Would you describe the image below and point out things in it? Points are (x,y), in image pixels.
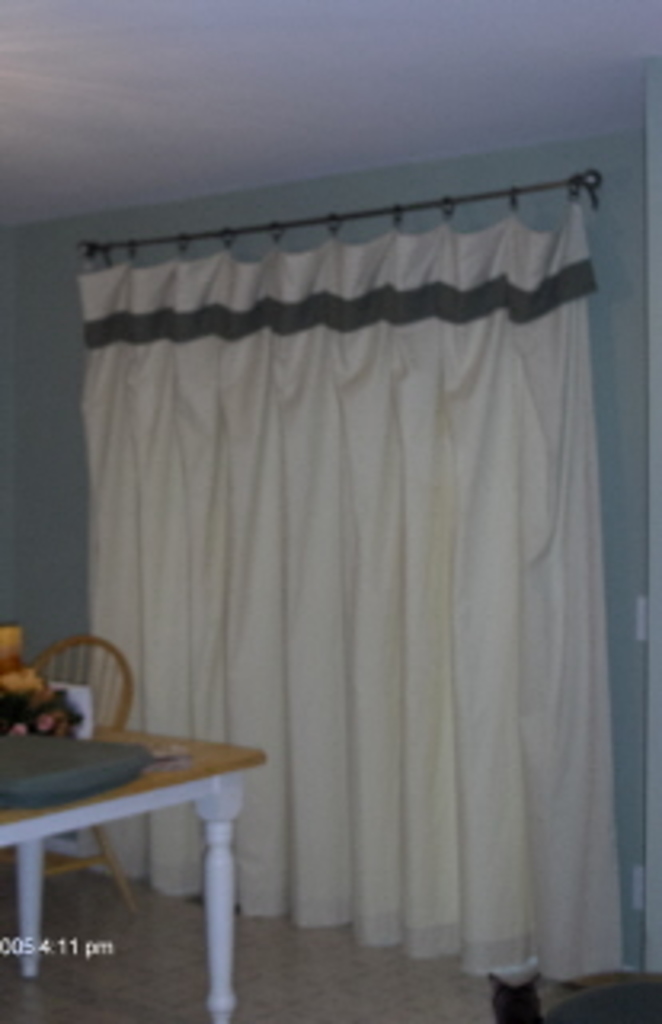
In this image there is a table (131,742) with some objects (8,737) on it and there is a chair (92,704). In the background (459,394) there is a wall (648,544) and a curtain (481,673). At the bottom of the image (520,996) there is an animal (519,996) on the floor (548,987).
